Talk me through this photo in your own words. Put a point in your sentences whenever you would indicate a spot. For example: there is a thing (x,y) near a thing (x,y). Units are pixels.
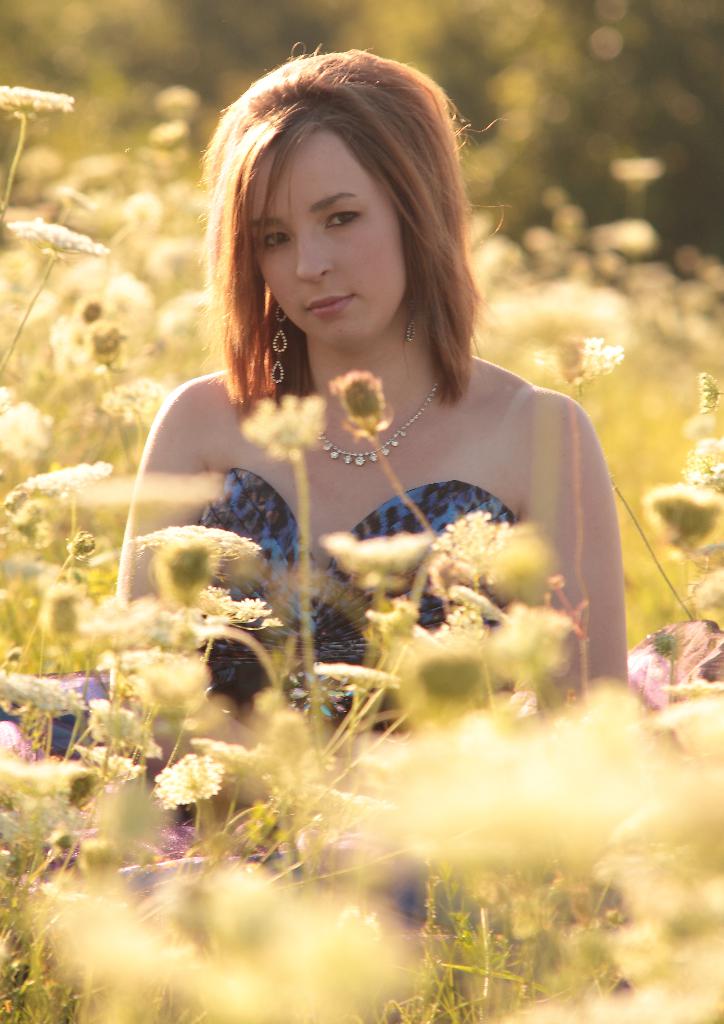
This is a woman (419,451) wearing dress (416,490), these are plants (614,863).
